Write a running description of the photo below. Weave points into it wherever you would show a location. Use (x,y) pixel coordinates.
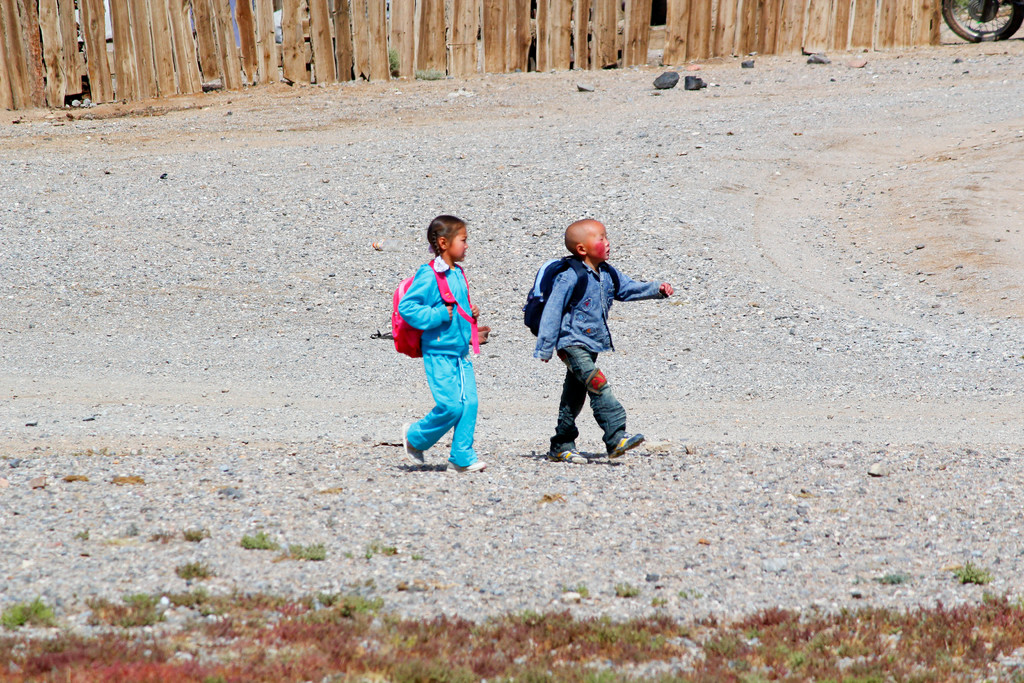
In this image we can see two kids (468,290) walking on the ground (587,463). One boy (601,294) is wearing a bag (552,278). One girl (452,395) is wearing blue dress (455,383) and pink bag (406,342). In the background (1001,15), we can see a vehicle (973,23) parked on the ground (784,67) and a fence (647,7).
